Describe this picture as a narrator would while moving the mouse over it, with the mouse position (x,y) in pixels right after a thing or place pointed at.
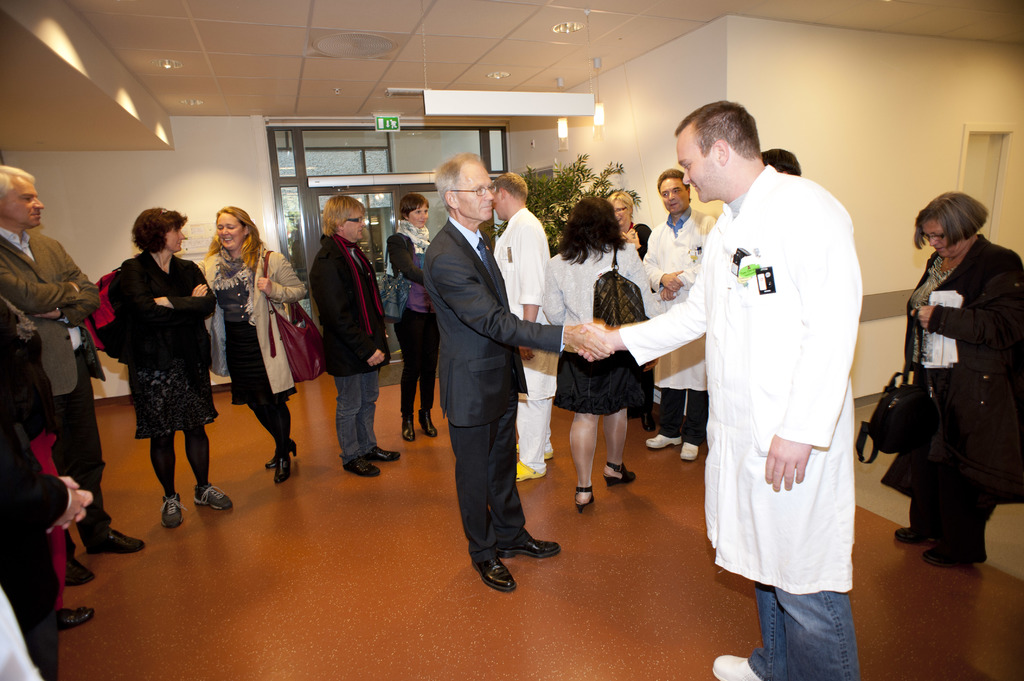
In this picture we can see group of people (446,293) and few people (277,300) carrying bags (402,300), in the background (579,193) we can see few lights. sign board (379,119) and a tree (572,176).
